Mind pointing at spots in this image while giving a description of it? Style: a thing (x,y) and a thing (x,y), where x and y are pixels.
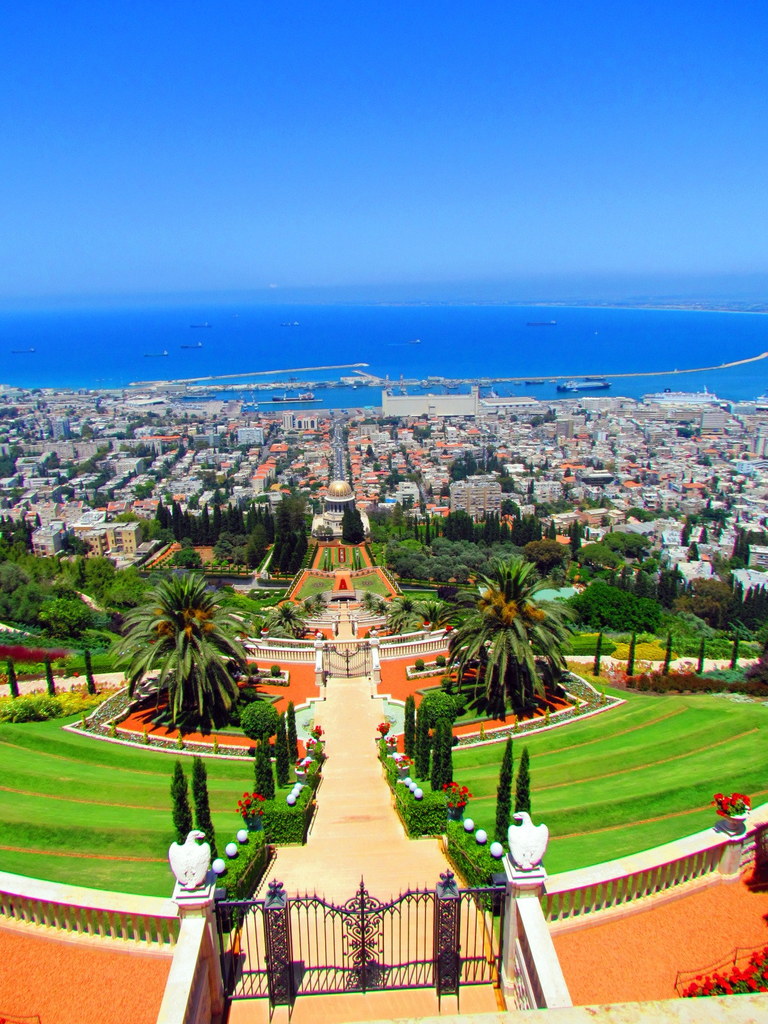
Here we can see gate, fence (190,920), bird statues (183,862) on pillars (190,906), plants (260,856), flowers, grass (163,848) and trees (267,723). In the background (244,151) we can see buildings (757,587) and we can see water (115,334) and sky (332,168) in blue color.
